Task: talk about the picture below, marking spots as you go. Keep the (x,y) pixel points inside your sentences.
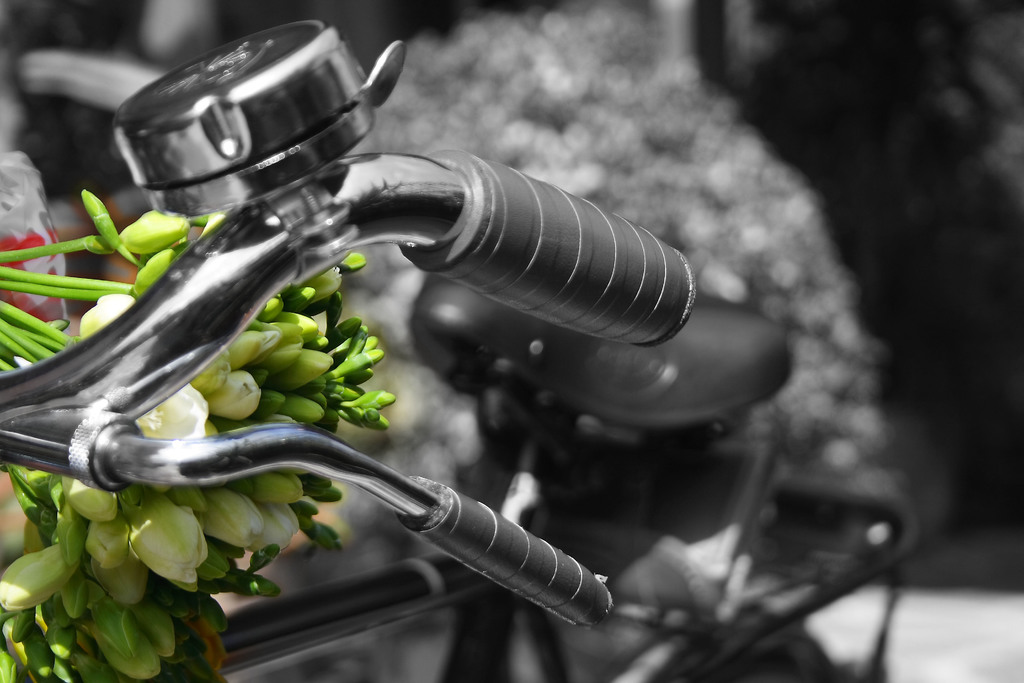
In the image we can see a bicycle (154,94). Behind the bicycle (194,78) there are some plants (286,534). Background of the image (1014,22) is blur.
